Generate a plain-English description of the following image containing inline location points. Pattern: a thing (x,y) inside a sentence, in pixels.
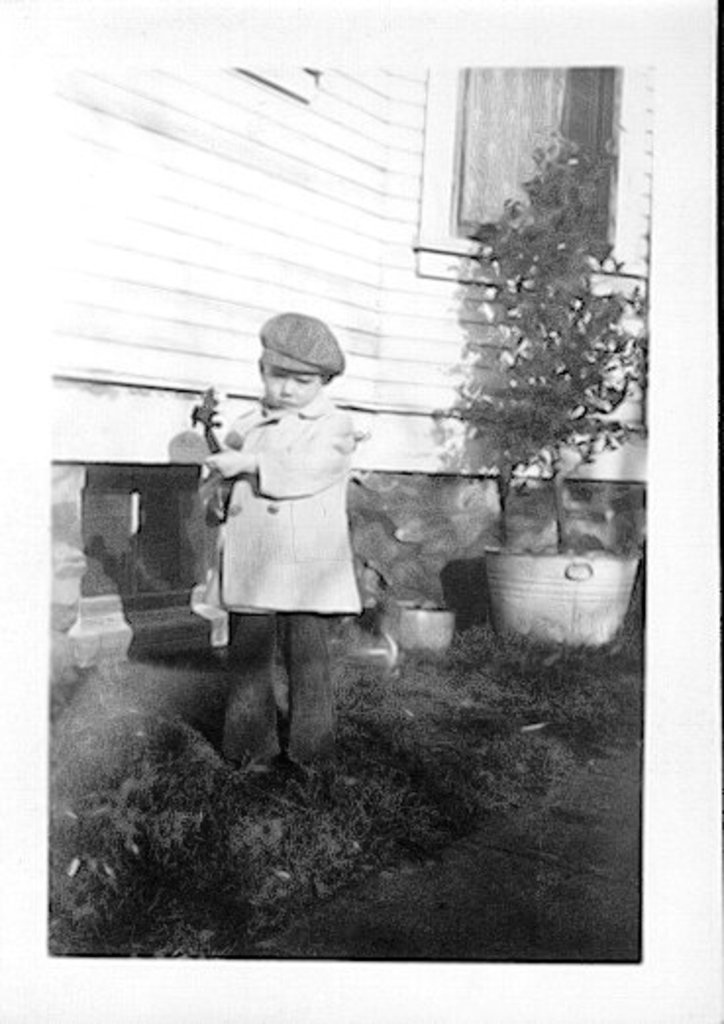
This is a black and white picture. In this picture, we see a boy (296,504) is standing and he is holding something in his hands (241,464). At the bottom (369,827), we see the grass (258,861) and the pavement (403,875). Behind him, we see the plant pot (555,583). In the background (193,306), we see the wall (259,299) in white color and we even see the window (480,105). This picture might be a photo frame.
